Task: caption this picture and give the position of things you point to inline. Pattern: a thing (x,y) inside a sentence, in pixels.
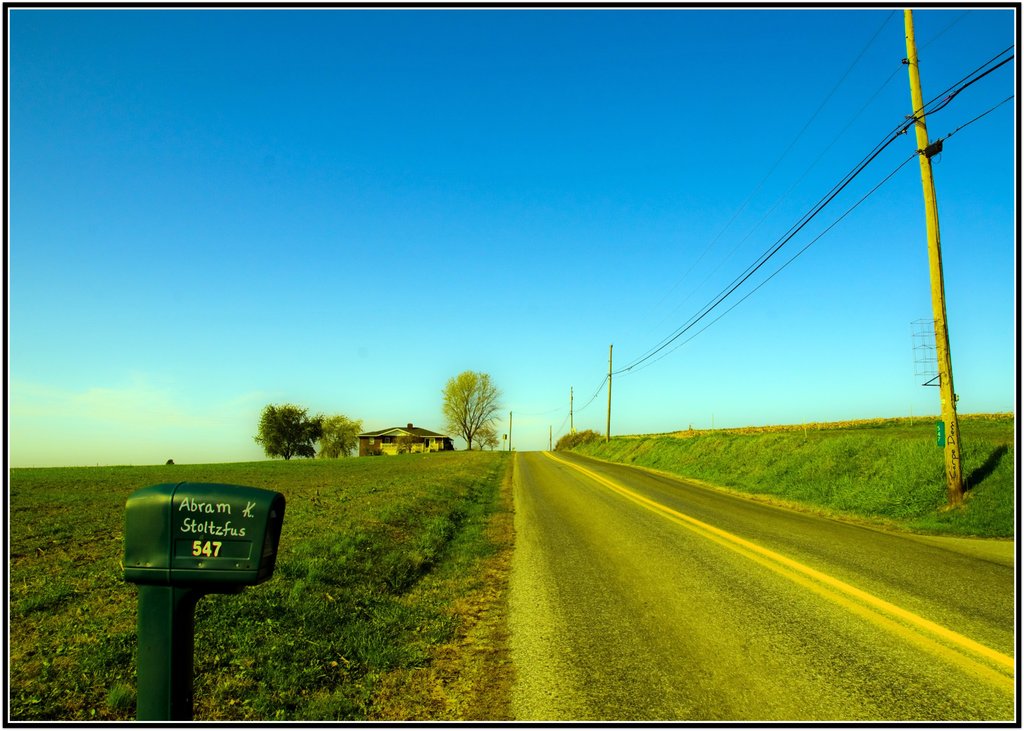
In this image we can see a post box (183,673), grass (280,621), some plants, the pathway (837,592), poles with wires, trees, a house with a roof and the sky (356,338) which looks clear.
